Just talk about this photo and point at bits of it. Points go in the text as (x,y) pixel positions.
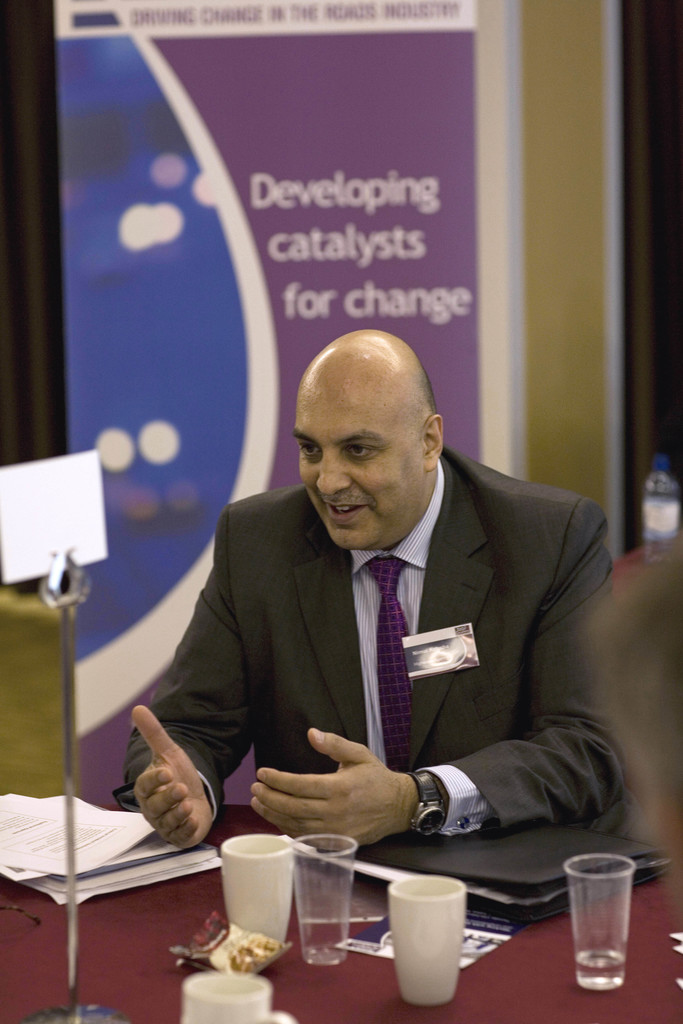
This picture shows a man (136,726) seated on the chair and speaking and we see few glasses (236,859) and a cup (208,1015) on the table (328,992).
